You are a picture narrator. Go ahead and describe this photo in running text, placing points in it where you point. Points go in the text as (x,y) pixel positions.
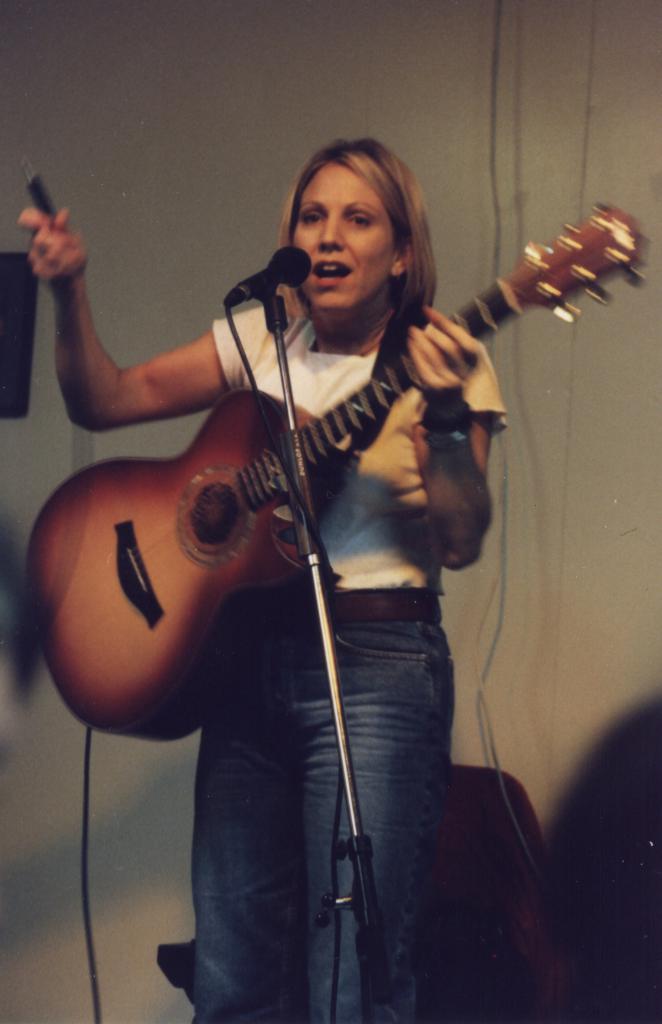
In the image we can see there is a woman (343,209) who is standing and holding guitar (200,603) in her hand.
